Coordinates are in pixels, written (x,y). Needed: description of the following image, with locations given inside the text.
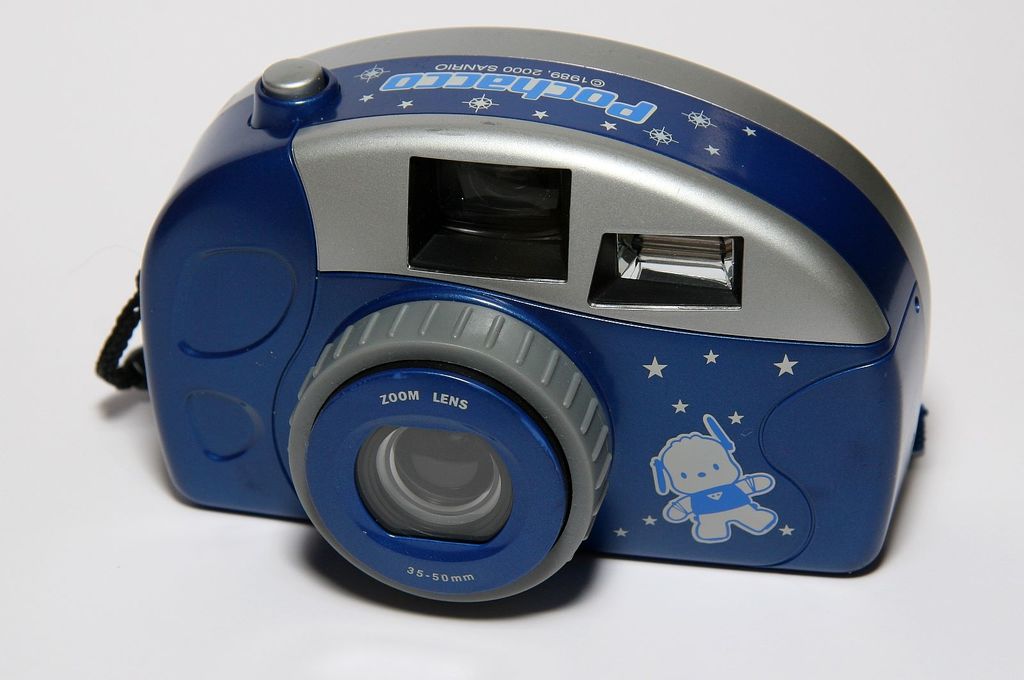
In this image, I can see a camera (453,581), which is blue and silver in color. These are the lens (421,345). The background (877,51) looks white in color.
